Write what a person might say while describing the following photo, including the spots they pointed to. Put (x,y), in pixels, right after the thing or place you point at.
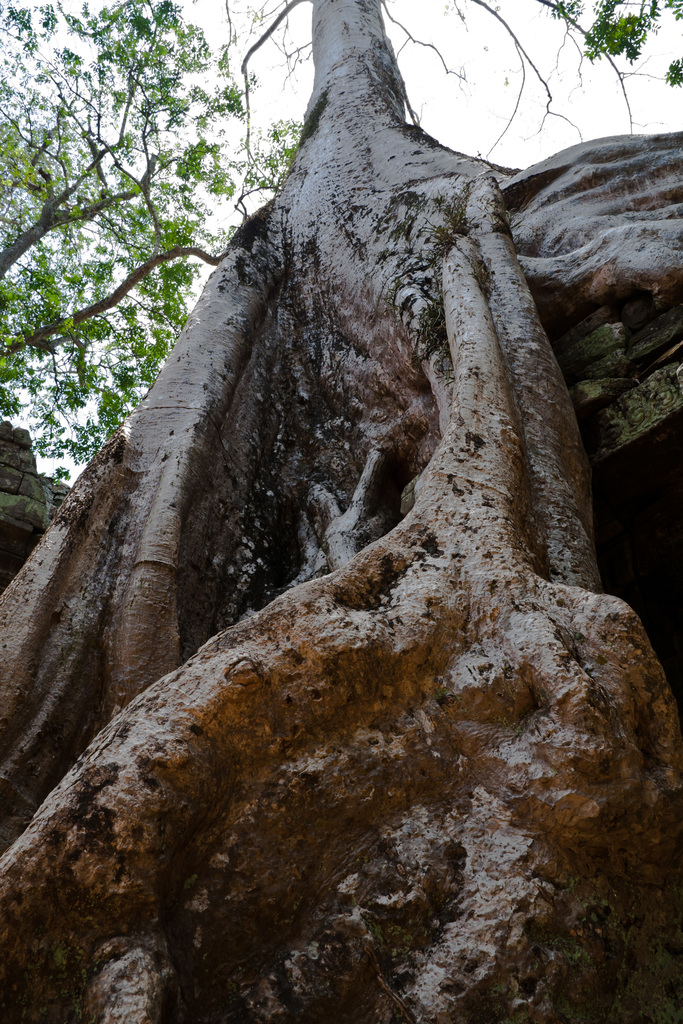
In the center of the image (240,425) we can see a tree trunk (381,113), roots (478,505), trees (162,278) and a few other objects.
